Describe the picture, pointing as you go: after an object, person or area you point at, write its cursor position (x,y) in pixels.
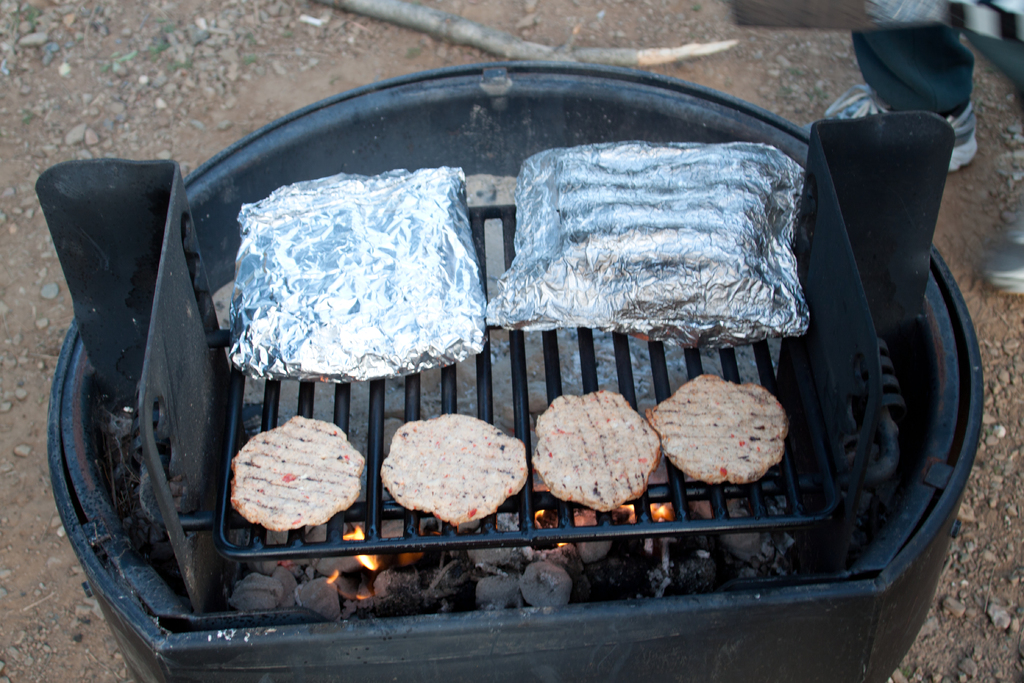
In this image we can see some food items (440,506) and silver foils (316,200) which are kept on grill (176,318) and we can see coals (506,564) which are fired are in the black color thing (429,656).
